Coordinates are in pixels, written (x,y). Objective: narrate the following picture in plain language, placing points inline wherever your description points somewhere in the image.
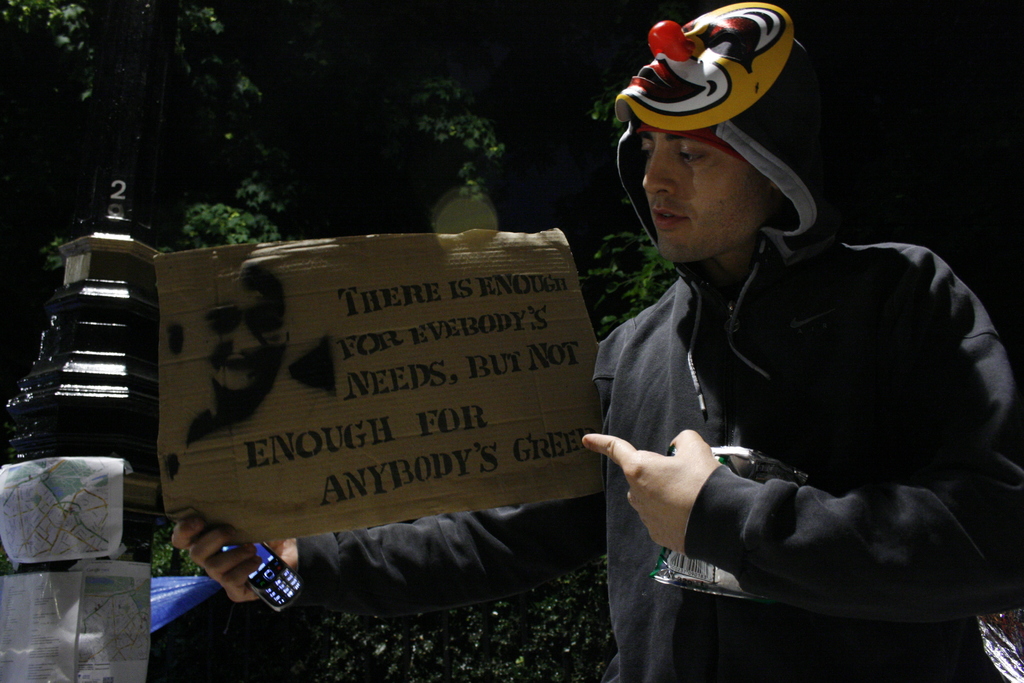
In this image there is a person (801,337) wearing black color jacket (761,405) holding a board (286,514) and mobile phone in his right hand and at the left side of the image (145,331) there is a pole (151,305) and at the background (422,181) there are trees (540,140).
